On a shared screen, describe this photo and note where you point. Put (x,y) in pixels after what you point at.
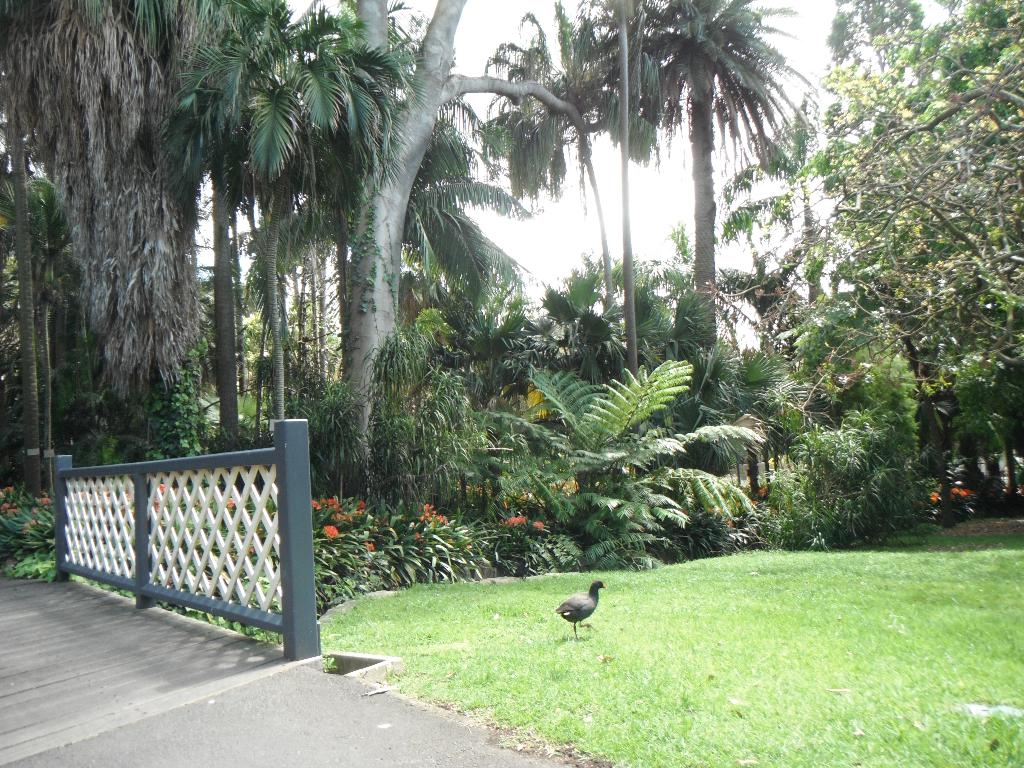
In this image I can see a bird (584,614) is walking on the grass (607,626). Here I can see a fence (205,573). In the background (359,354) I can see trees (479,336), plants (583,316) and the sky (570,237).
